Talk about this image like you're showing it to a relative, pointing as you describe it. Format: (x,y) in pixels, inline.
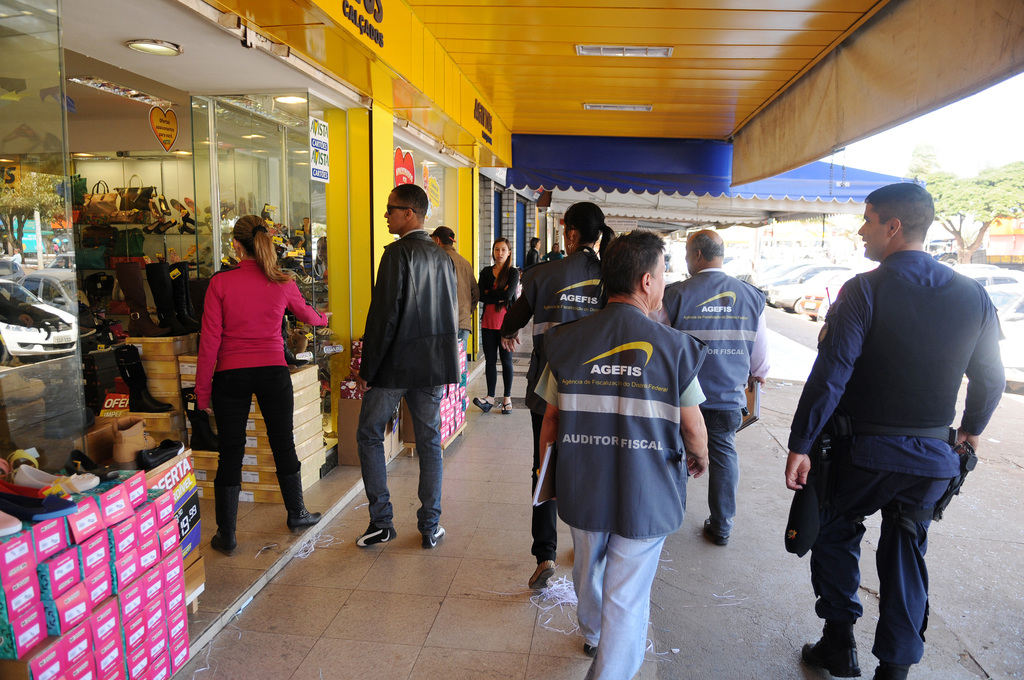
In this image we can see buildings (357,137), stores (179,224), cardboard cartons (164,530), motor vehicles (764,285) on the road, trees (969,190), sky (961,157) and persons (542,362) walking on the floor (509,524).
